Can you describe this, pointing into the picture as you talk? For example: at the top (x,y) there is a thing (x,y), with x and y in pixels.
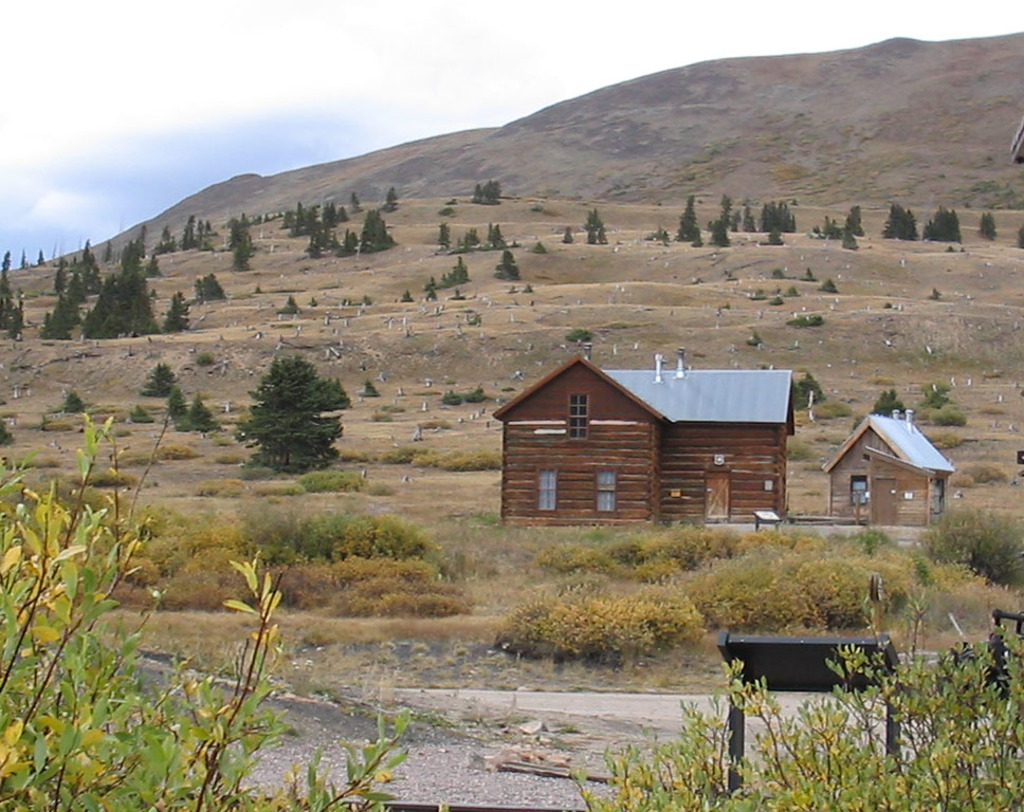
In this image we can see a house (752,426). There are trees (39,539), mountains (552,346). At the top of the image (576,64) there is sky (345,36) and clouds (148,129).
